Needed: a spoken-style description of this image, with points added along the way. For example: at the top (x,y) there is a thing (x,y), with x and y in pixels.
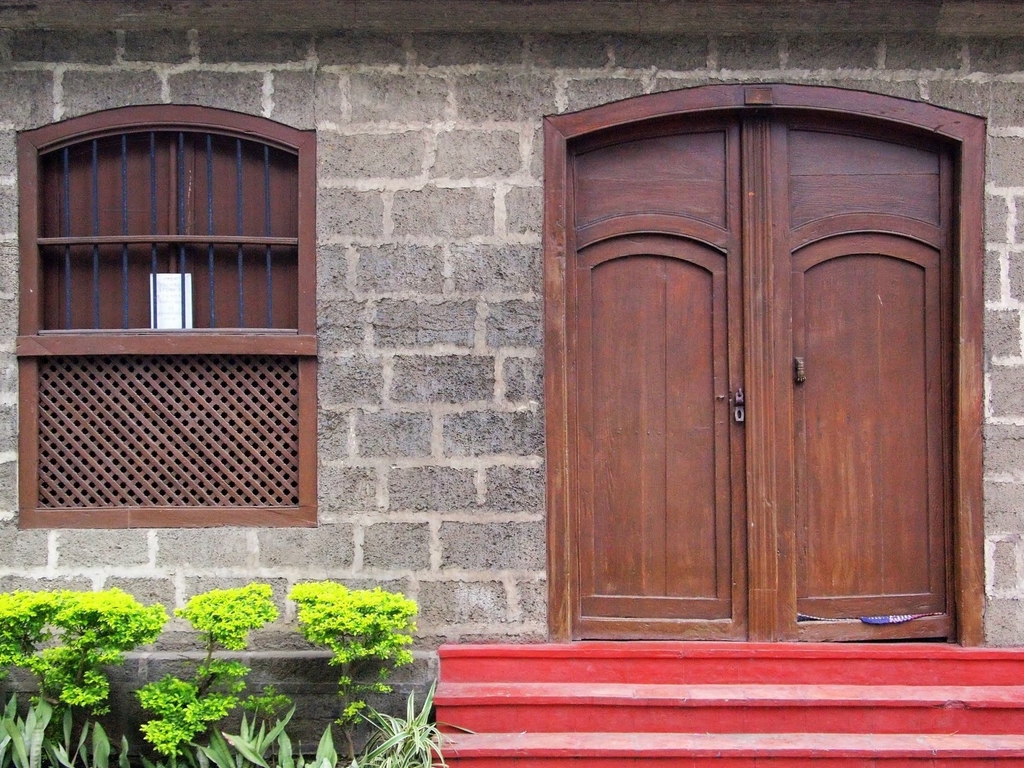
In this picture I can see a wall (463,610) with doors (617,254) and a window (32,148), there are plants (395,760) and stairs (644,661).
